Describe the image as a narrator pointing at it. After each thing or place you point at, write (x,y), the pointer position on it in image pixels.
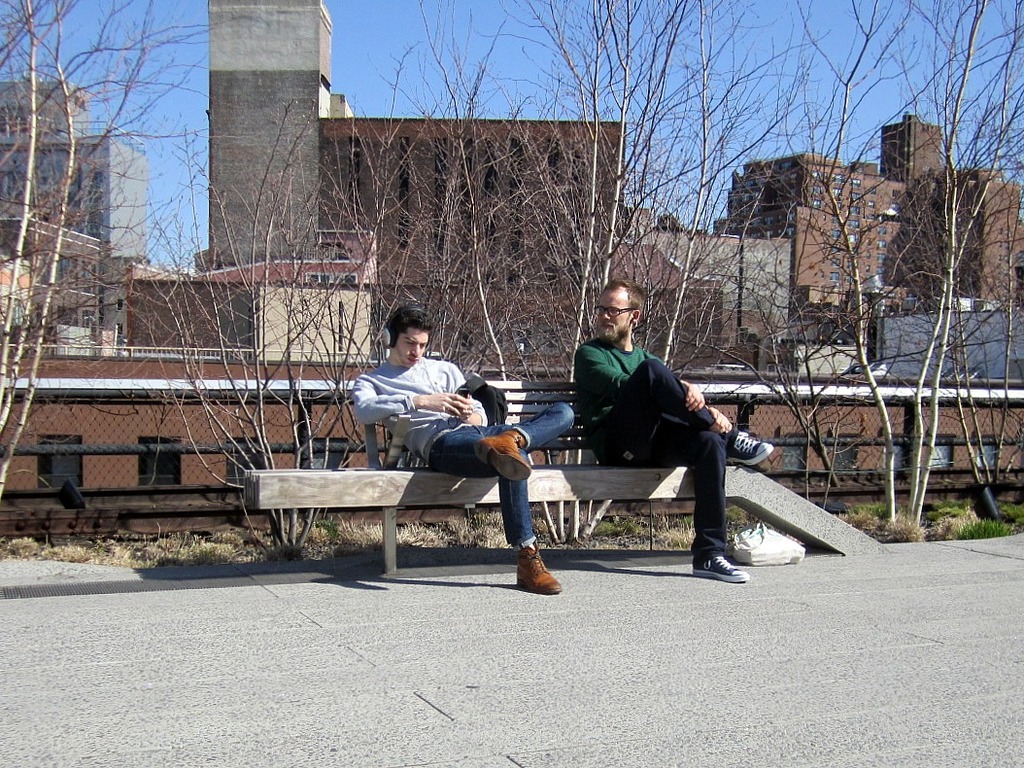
These two persons (616,326) sitting on the bench (461,490). On the background (536,249) we can see trees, buildings (24,138), sky (416,34). This is road (627,684). This is grass (138,543).
